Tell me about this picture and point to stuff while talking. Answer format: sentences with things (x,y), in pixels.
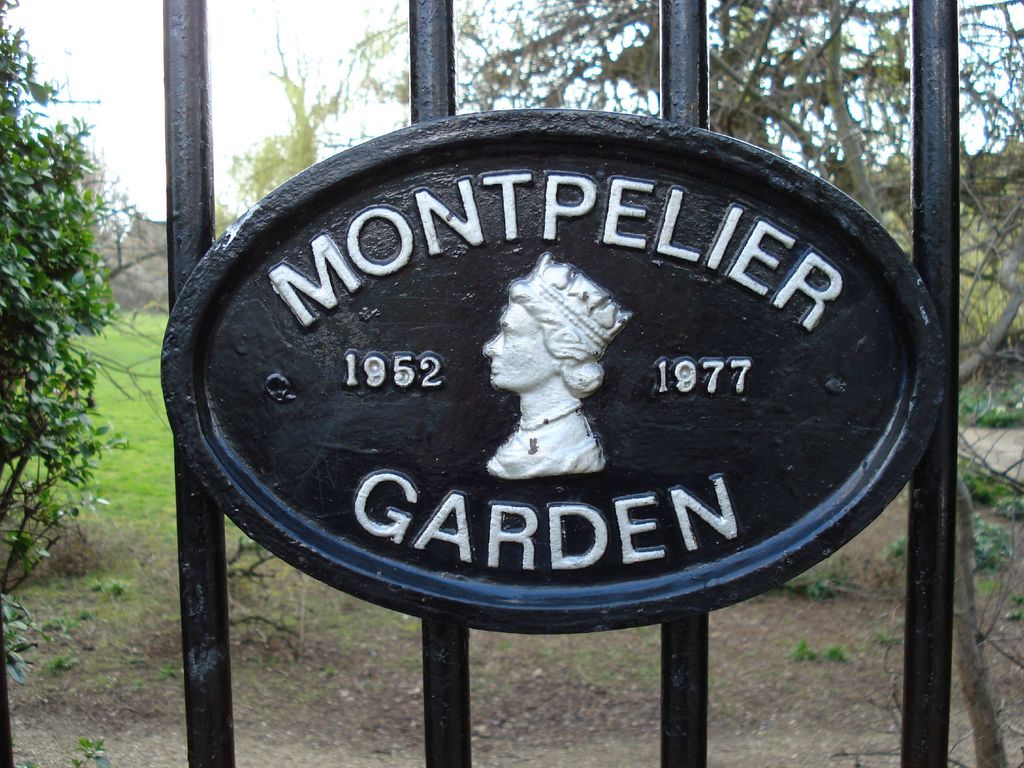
In this image I can see few black colour iron bars (203,149) and here I can see something is written in white colour. In the background (88,197) I can see few trees (55,166) and grass ground (121,334).
